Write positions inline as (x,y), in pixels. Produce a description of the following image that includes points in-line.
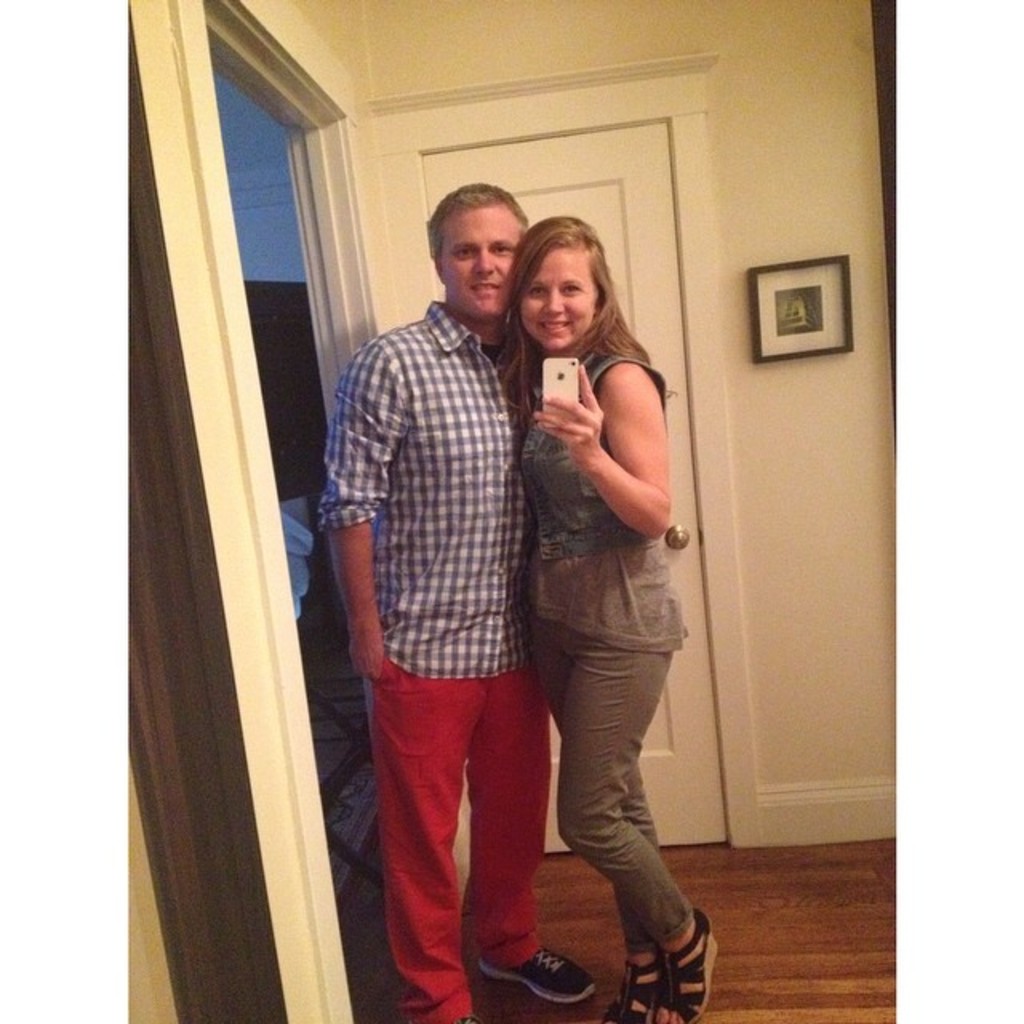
In the picture we can see a man (450,679) and a woman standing together in the house (811,698) near the door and they are smiling and the woman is holding a mobile phone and beside the door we can see a photo frame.
